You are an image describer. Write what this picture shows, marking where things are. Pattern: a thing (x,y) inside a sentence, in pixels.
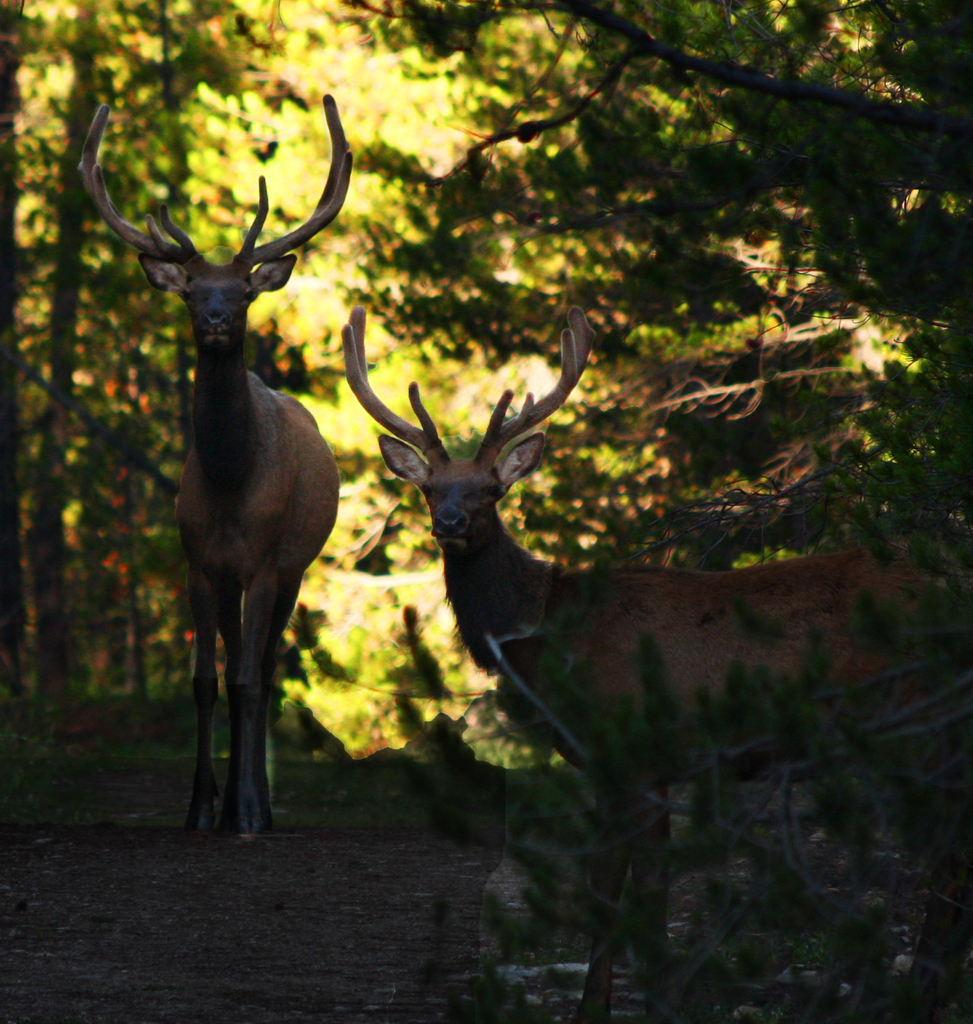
Front we can see two animals (656,775). Background (351,475) there are trees (436,70).
